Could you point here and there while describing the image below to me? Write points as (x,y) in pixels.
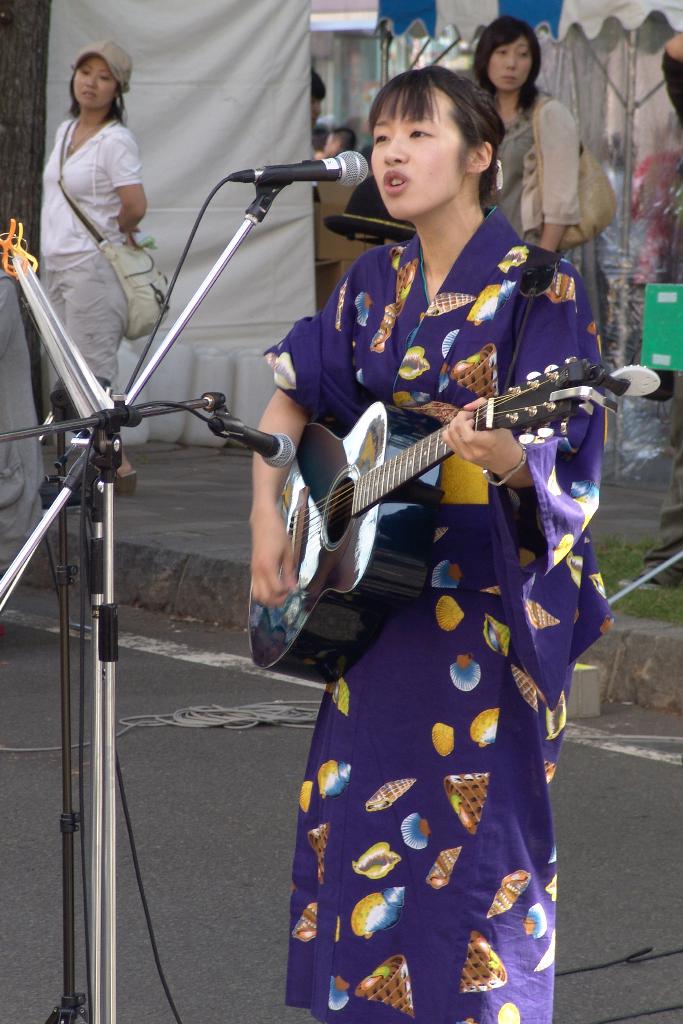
In the picture we can see a woman (460,545) holding a guitar (423,531) and singing a song in the microphone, In the background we can see two women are standing near to the tent (625,183) and curtain (211,337).
